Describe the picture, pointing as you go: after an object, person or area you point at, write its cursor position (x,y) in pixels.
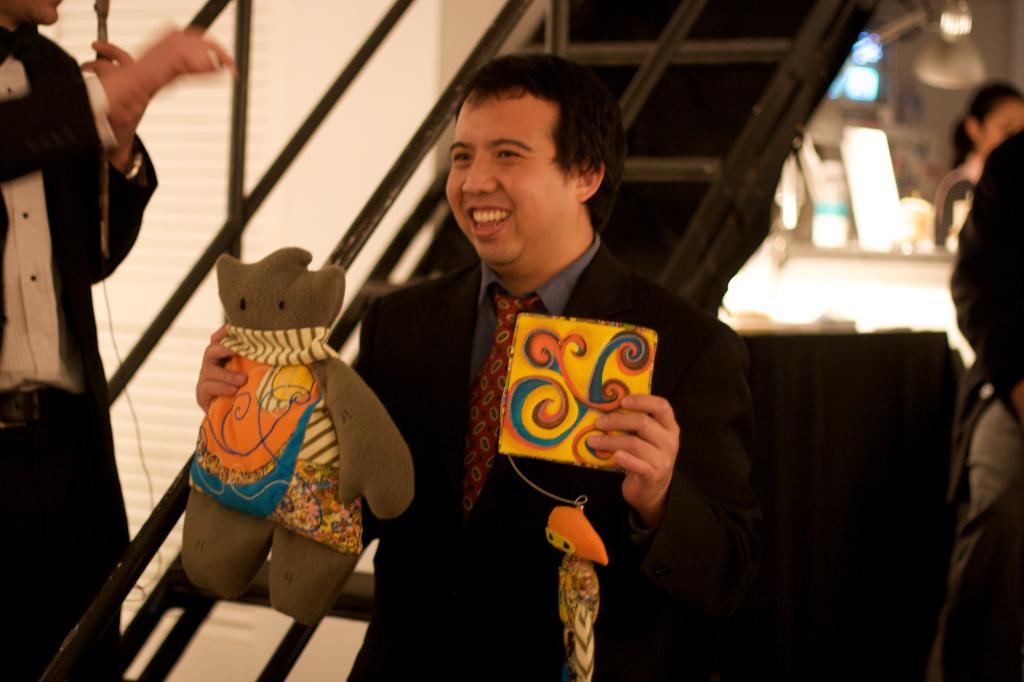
In this image we can see group of people (48,181) standing on the ground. One person (494,466) wearing black coat (449,379) and a tie (501,355) is holding two toys (511,444) in his hand (622,417). In the background (128,642) we can see a staircase (155,544) and group of lights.
